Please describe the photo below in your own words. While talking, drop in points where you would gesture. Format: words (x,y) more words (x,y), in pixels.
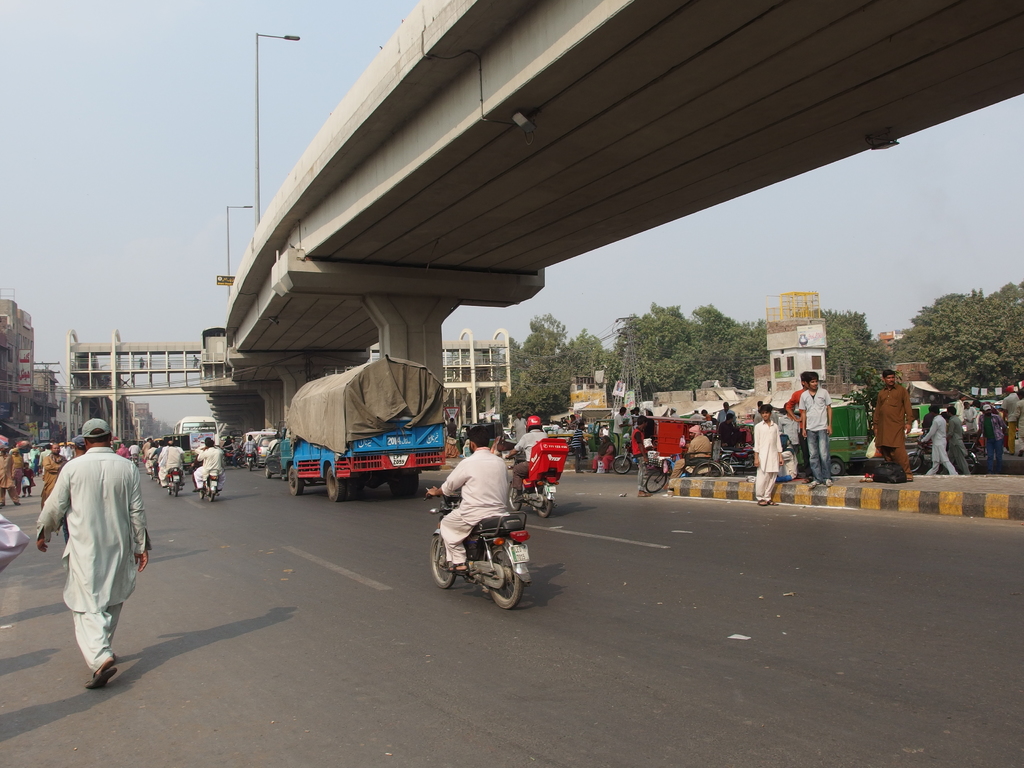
In this picture we can see a crowd of people (582,440) some are riding bikes (487,527), some are walking and some are standing on foot path (957,480) and here we can see fly over (397,189) and in background (100,334) we can see trees (730,348), building (784,391), sky (783,268), pole (258,34).
